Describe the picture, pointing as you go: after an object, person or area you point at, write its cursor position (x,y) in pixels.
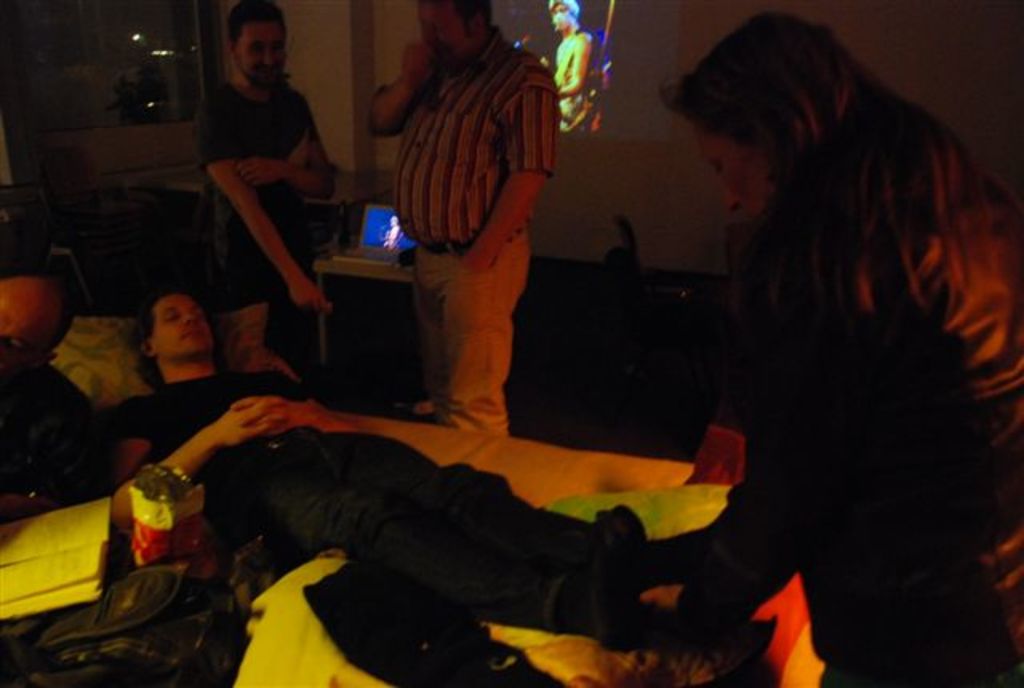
This image consists of five persons (463,510). In the middle (544,458), there is a man (265,487) lying on the bed (279,625). On the right (889,422), there is a woman (889,422) wearing a black jacket (941,389). In the background (633,82), we can see a laptop (390,249) and a screen (633,37) on the wall (550,226). On the left (91,559), there is a book (58,527).
